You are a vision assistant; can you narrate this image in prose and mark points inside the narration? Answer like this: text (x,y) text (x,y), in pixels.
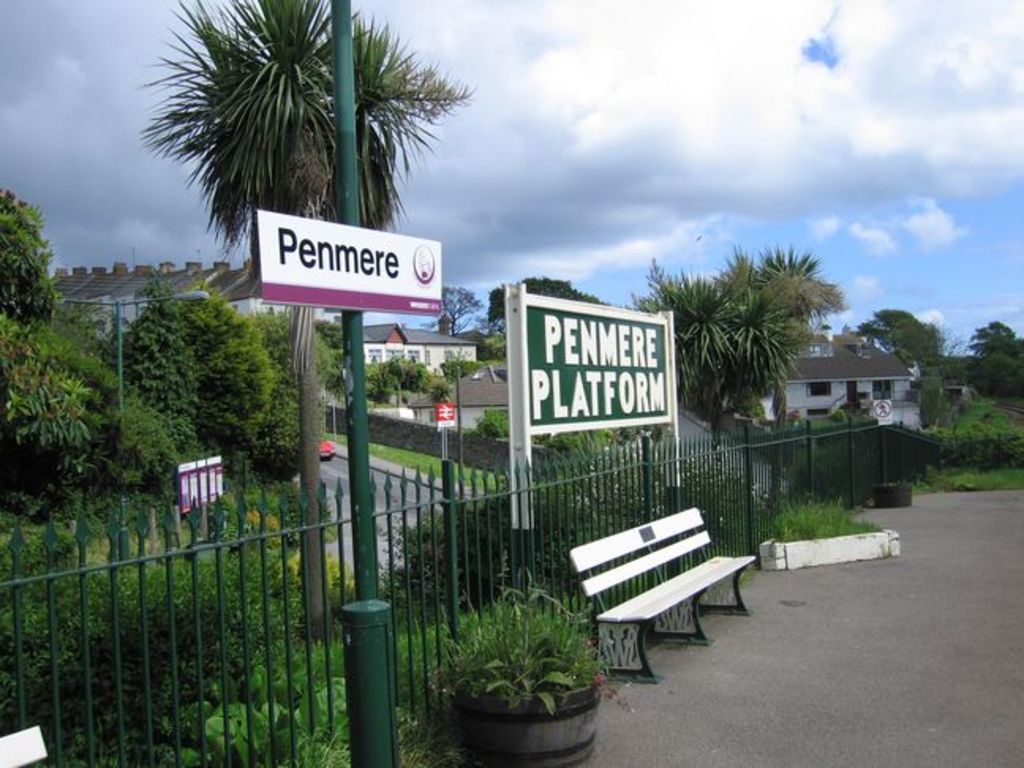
In the image we can see there is a bench (616,660), there are plants (588,624) and fencing (842,448) and there are trees (761,386) and buildings (812,367) in the area and there is a cloudy sky (555,153).
